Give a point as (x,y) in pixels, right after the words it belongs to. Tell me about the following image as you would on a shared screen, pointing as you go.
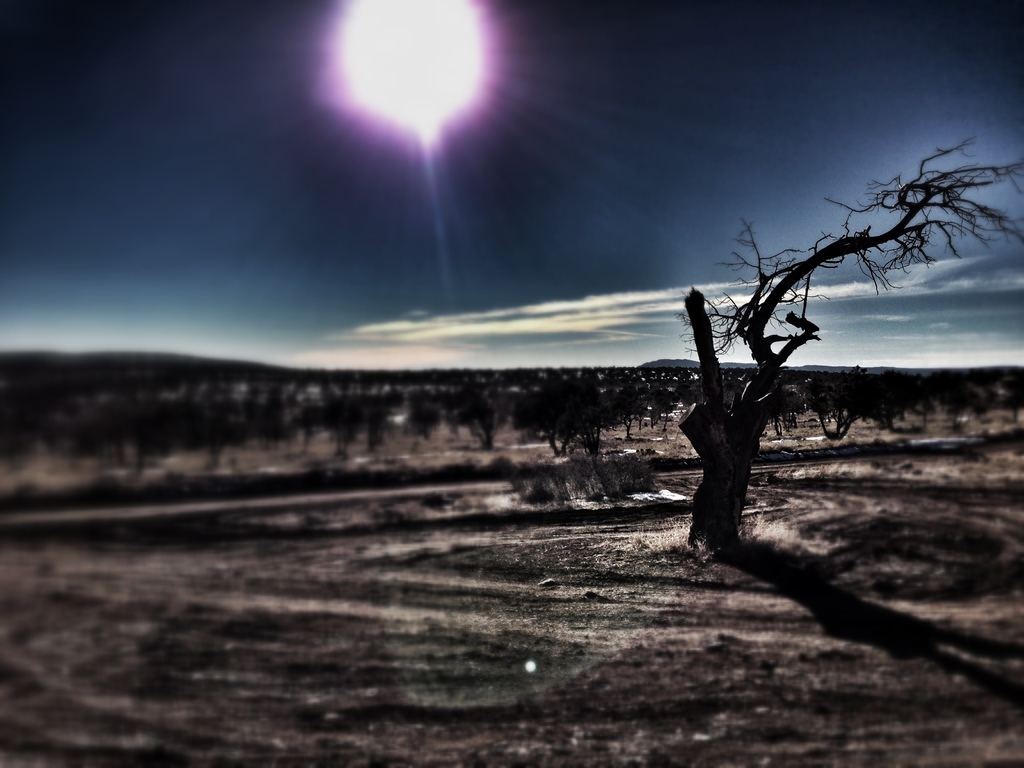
In this image we can see a tree (723,552). In the background (410,386) there are many trees (668,406). Also there is sky (481,130) with sun (423,44).
